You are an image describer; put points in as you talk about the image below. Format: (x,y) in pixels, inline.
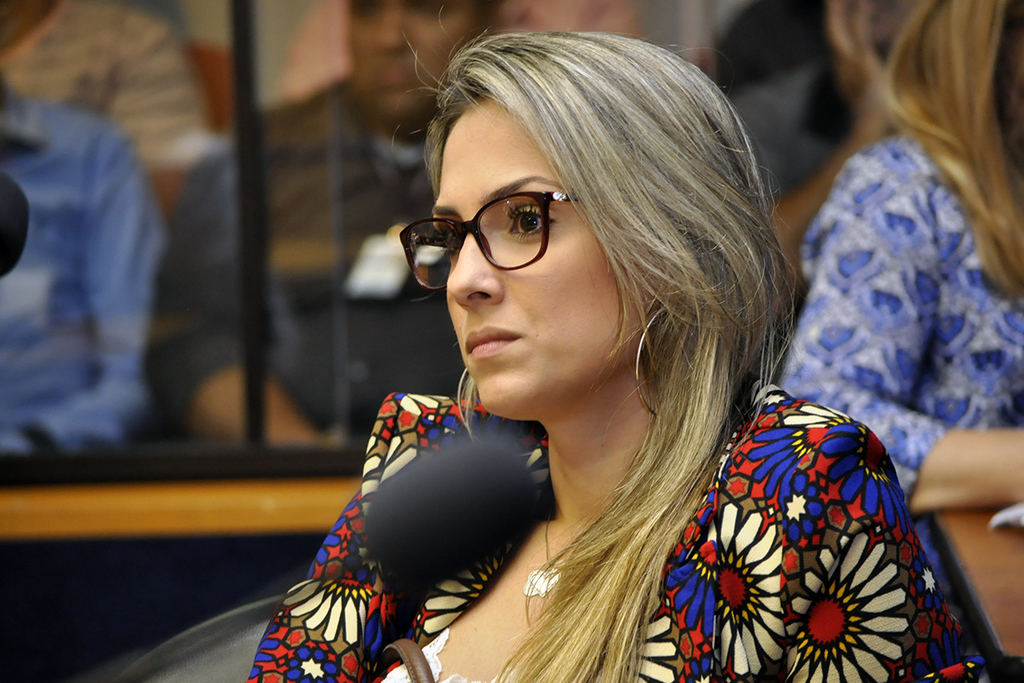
In this image I can see number of people (656,251) are sitting and in the front (527,302) I can see one of them is wearing a specs (512,211) and a necklace (540,570). I can also see two mics (2,183) in the front of this image (2,183) and I can see this image is little bit blurry in the background (348,379).
